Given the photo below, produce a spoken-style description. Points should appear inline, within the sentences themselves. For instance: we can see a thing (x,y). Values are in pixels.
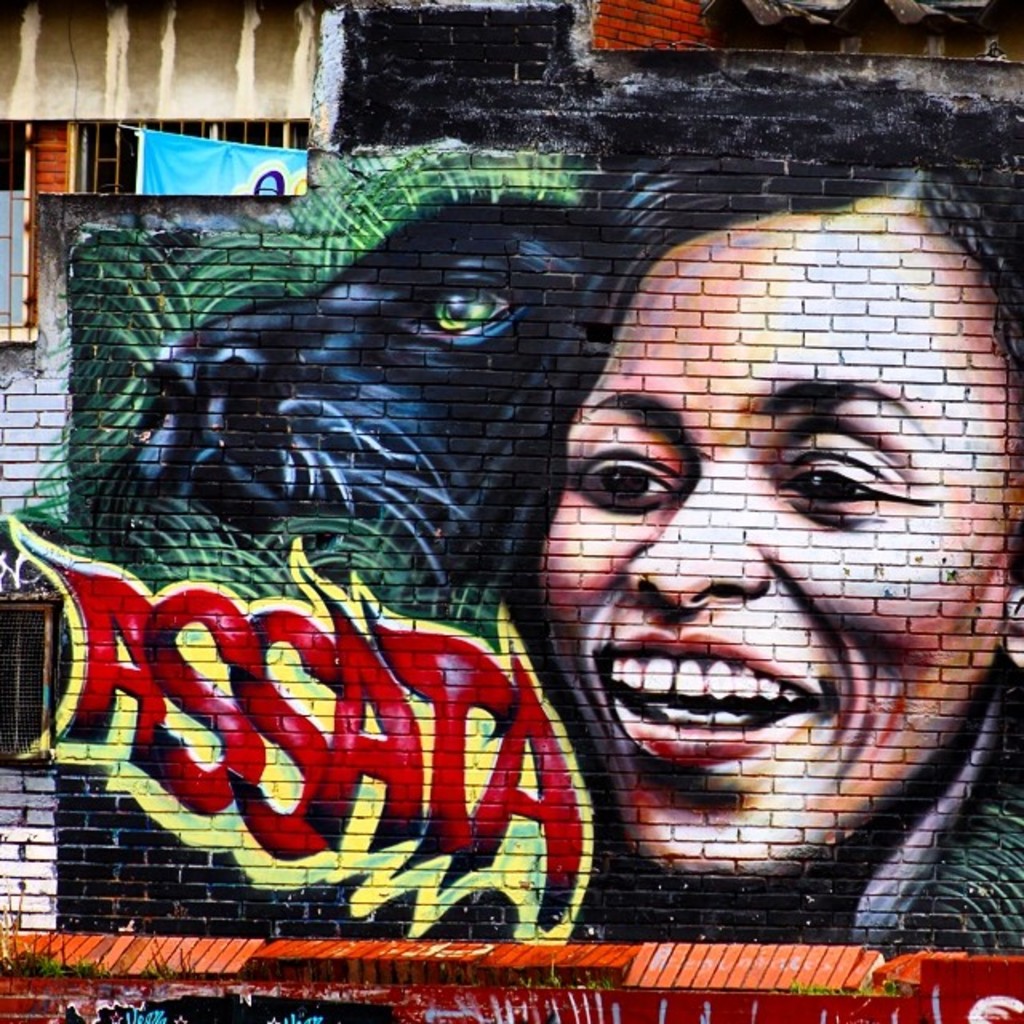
In this image we can see a graffiti painting (605,454) on the wall (444,665).
